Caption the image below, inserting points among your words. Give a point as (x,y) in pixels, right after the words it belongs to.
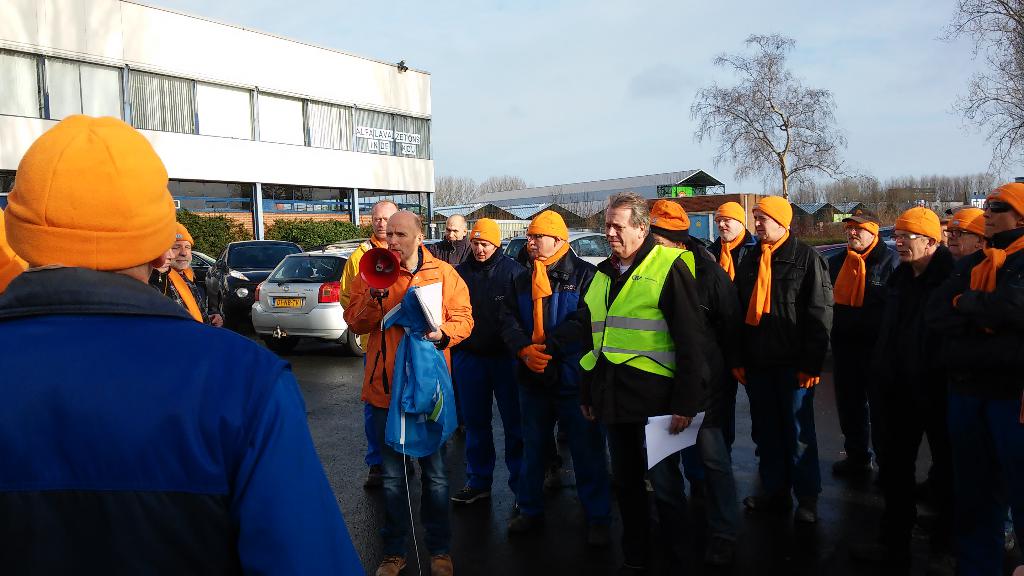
In this picture there is a group of men (814,291) wearing orange color beanie (777,221) on the head (734,225), standing and listening to the person (444,348) who is giving a speech. Behind there is a white color large building (302,146) with glasses (213,109), shed house (598,181) and some dry trees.
